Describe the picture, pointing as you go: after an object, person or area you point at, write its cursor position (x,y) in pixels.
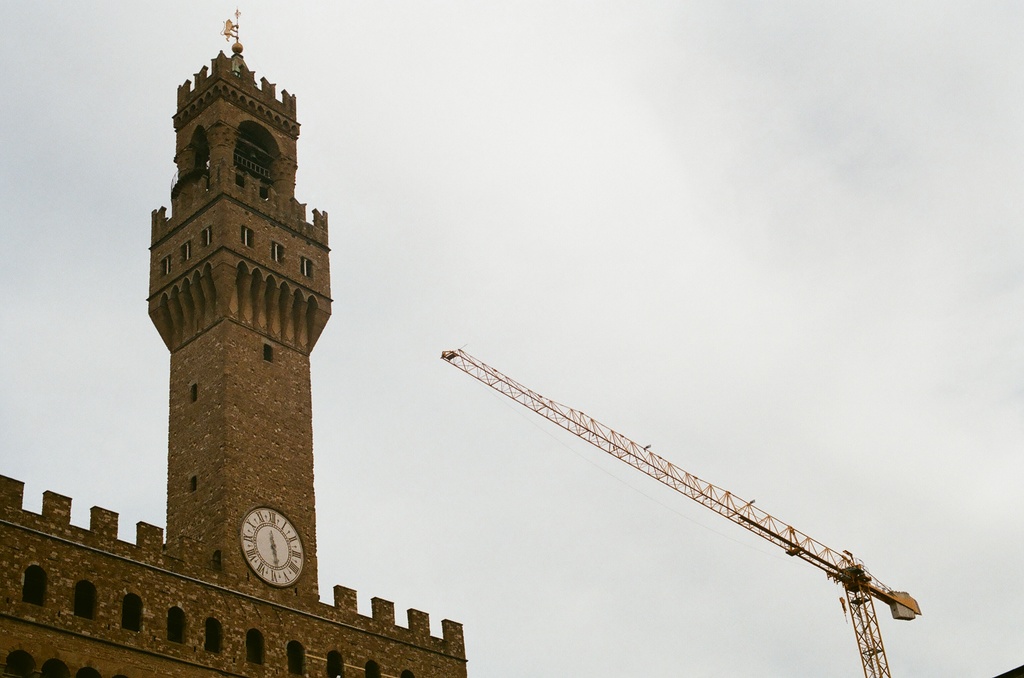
This image is taken outdoors. In the background (628,212) there is a sky (127,295) with clouds (483,190). On the right side of the image (889,589) there is a crane (489,370). On the left side of the image (253,549) there is a tower (204,548) with a few walls (190,422), windows (259,145), sculptures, a clock (265,532).
